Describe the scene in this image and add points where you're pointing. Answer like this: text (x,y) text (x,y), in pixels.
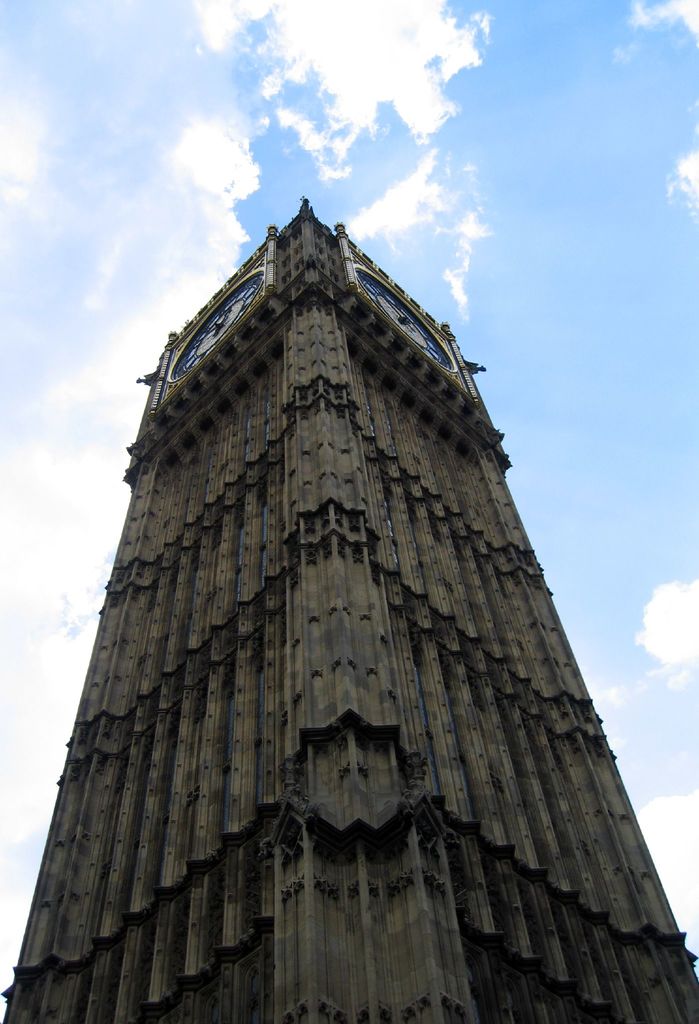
In the foreground of this image (234,704), there is a tower (330,650) and at the top (454,55), there is the sky (431,72).
